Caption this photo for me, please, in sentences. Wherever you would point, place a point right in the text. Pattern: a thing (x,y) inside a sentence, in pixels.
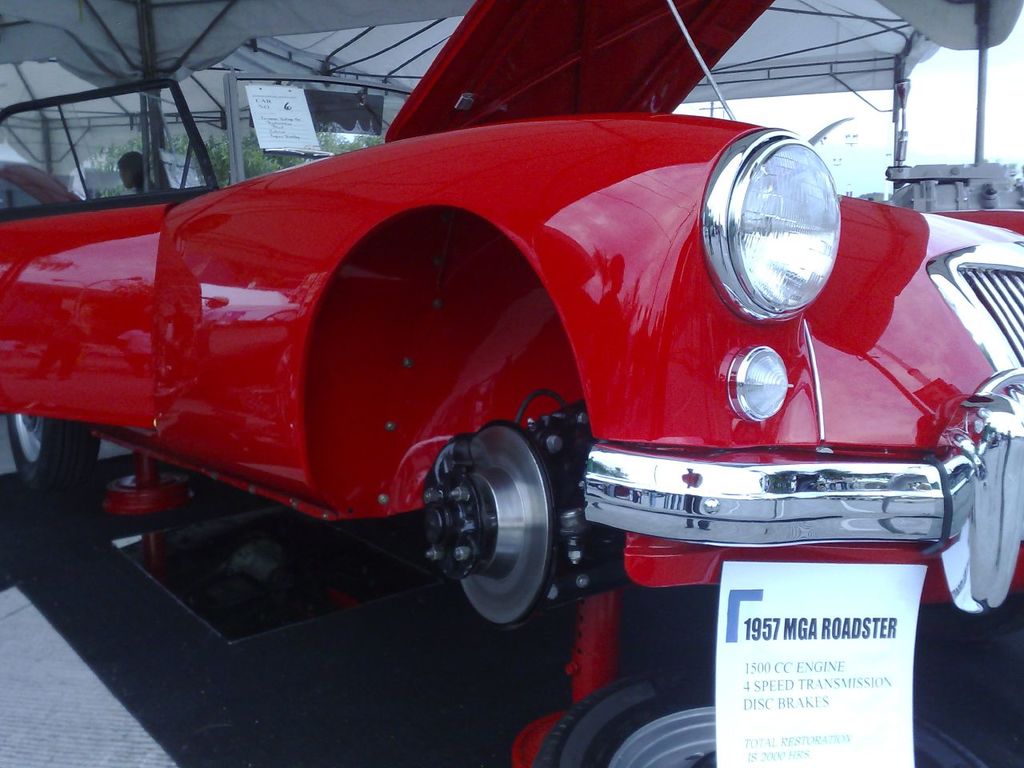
Here I can see a red color car (508,210) which is placed on the floor (211,664). At the top (223,47) I can see a white color tent (111,37). In a background (125,164) there is a person (130,177).
